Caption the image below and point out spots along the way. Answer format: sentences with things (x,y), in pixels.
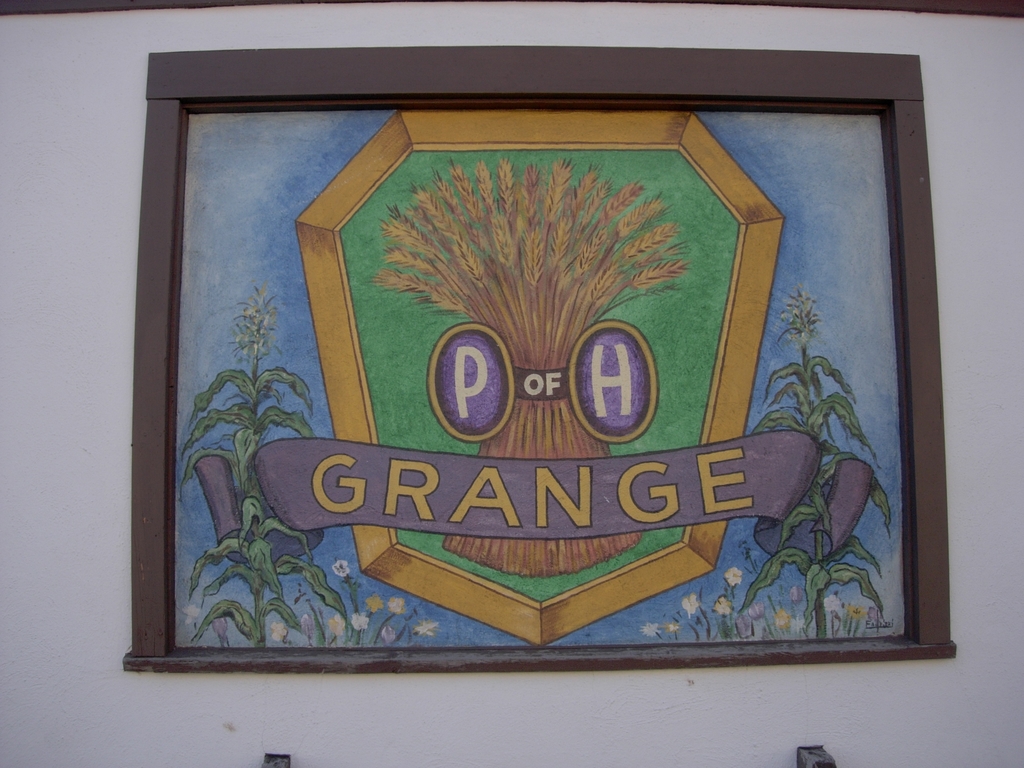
In this image we can see one frame (159,349) with painting images (648,313) and text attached to the white wall (826,735). There is one object (918,8) attached to the wall (525,3) at the top of the image (1006,10) and two objects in the bottom of the image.
